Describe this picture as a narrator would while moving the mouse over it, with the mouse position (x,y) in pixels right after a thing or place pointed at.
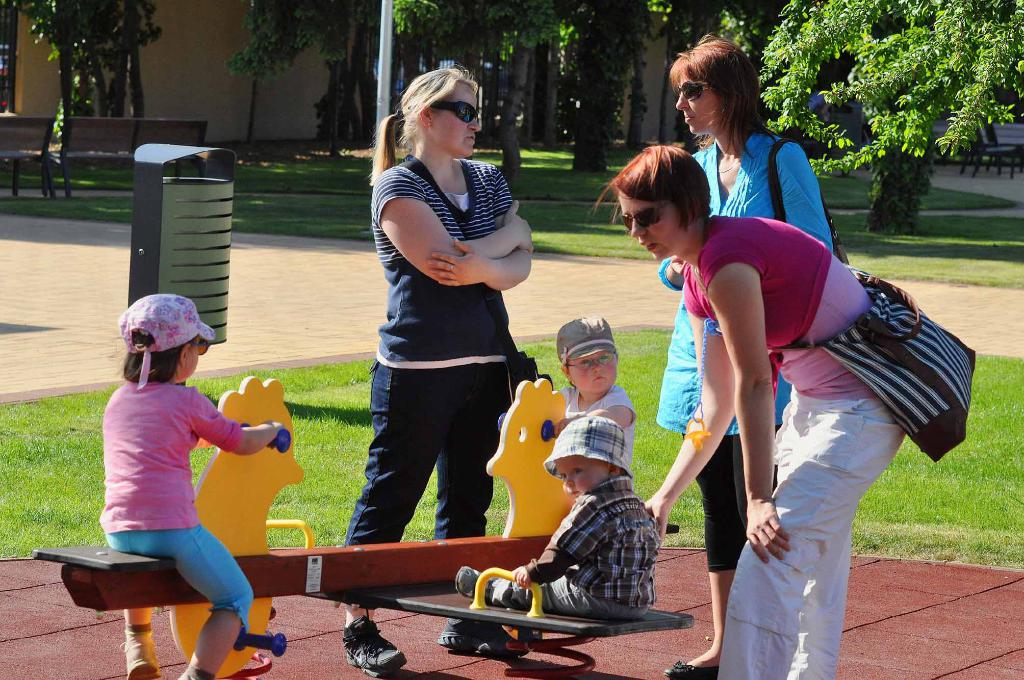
In the image I can see three kids (586,548), people (361,542) and around there are some trees (527,47), plants (253,20), poles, benches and some houses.
